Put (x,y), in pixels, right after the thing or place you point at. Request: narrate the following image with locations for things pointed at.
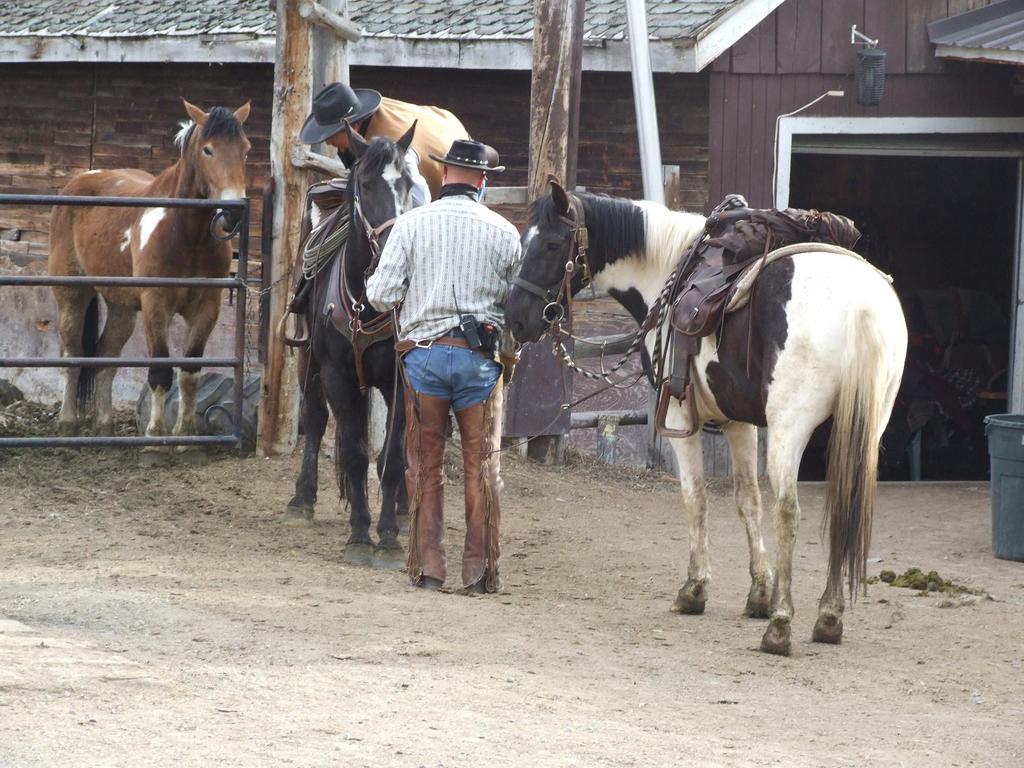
In this image I can see railing (216,203), horses (70,350), people (453,255), shed (812,44), poles (564,101), bin (998,454) and things (945,298).
